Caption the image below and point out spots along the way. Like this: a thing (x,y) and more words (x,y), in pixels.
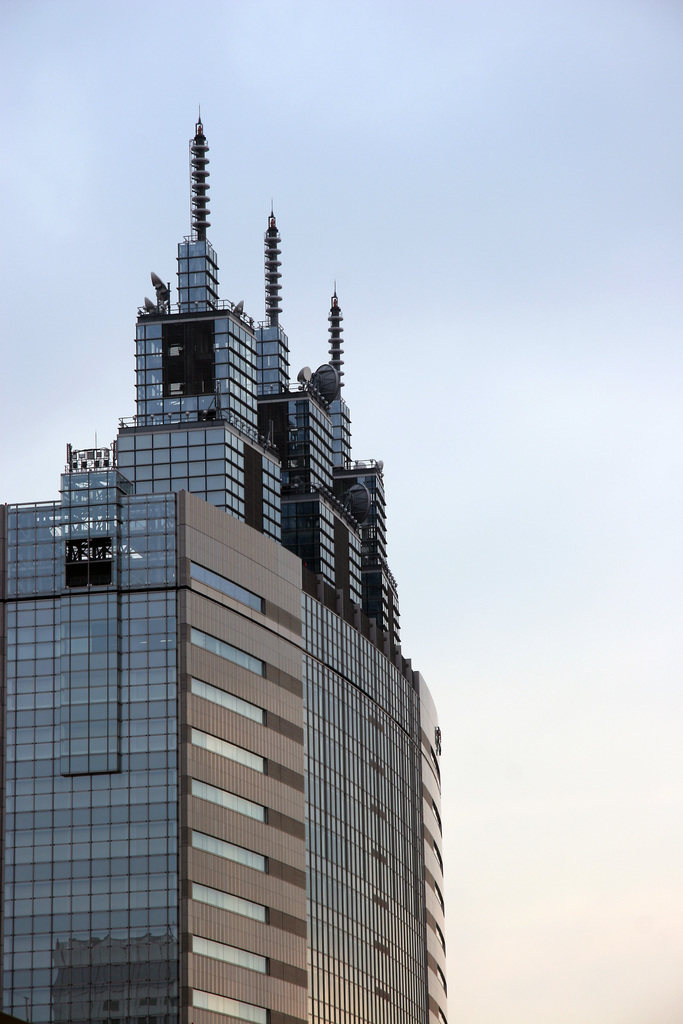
This is a building (331,631), this is a sky (553,516).
